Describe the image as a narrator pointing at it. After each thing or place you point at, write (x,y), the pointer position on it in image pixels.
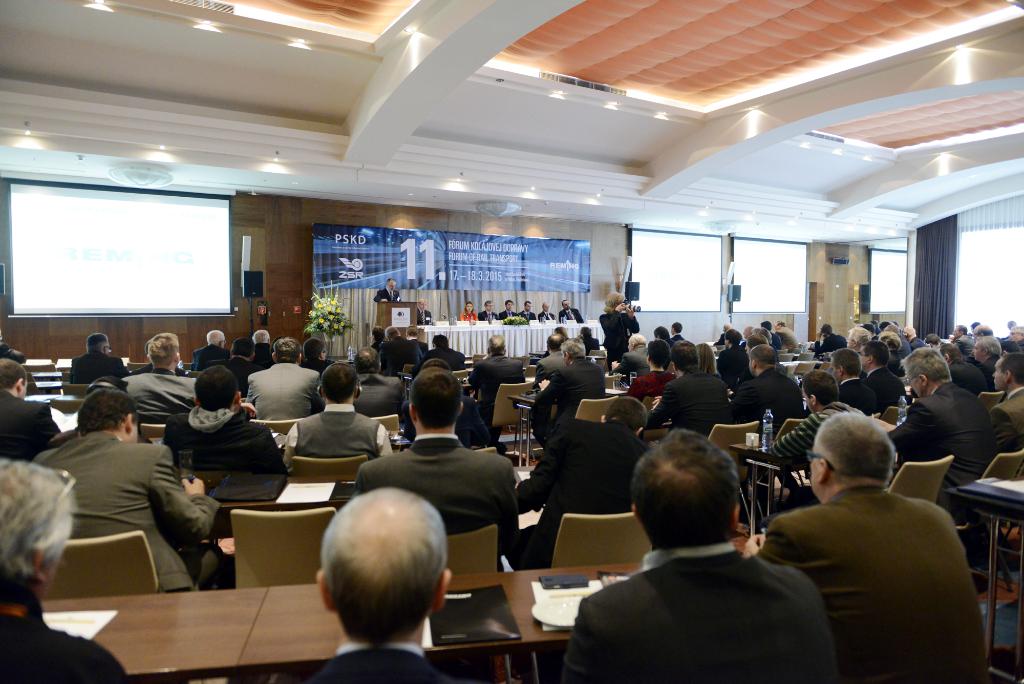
In this image I can see group of people (254,459) sitting. In the background (489,270) I can see the person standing in front of the podium (413,322) and I can see the other person (603,317) holding the camera (634,309), few plants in green color, projection screens (149,276) and I can also see the banner (467,266) in blue color and few curtains (370,321).
